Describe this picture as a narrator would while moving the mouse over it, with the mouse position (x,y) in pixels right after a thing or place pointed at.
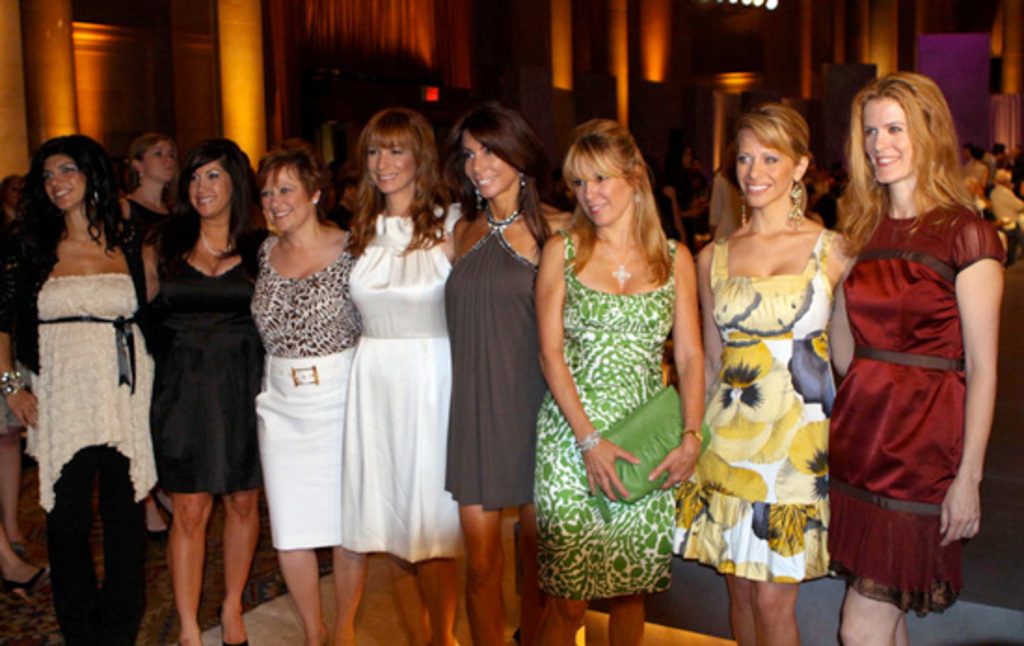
In this image there are a group of people (135,313) who are standing, and in the background (527,79) there are some pillars (227,49), curtains (391,38), walls (754,56) and lights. And also in the background (159,154) there are some people (668,174) who are standing, and some of them are sitting. At the bottom (607,625) there is a floor (6,616).
